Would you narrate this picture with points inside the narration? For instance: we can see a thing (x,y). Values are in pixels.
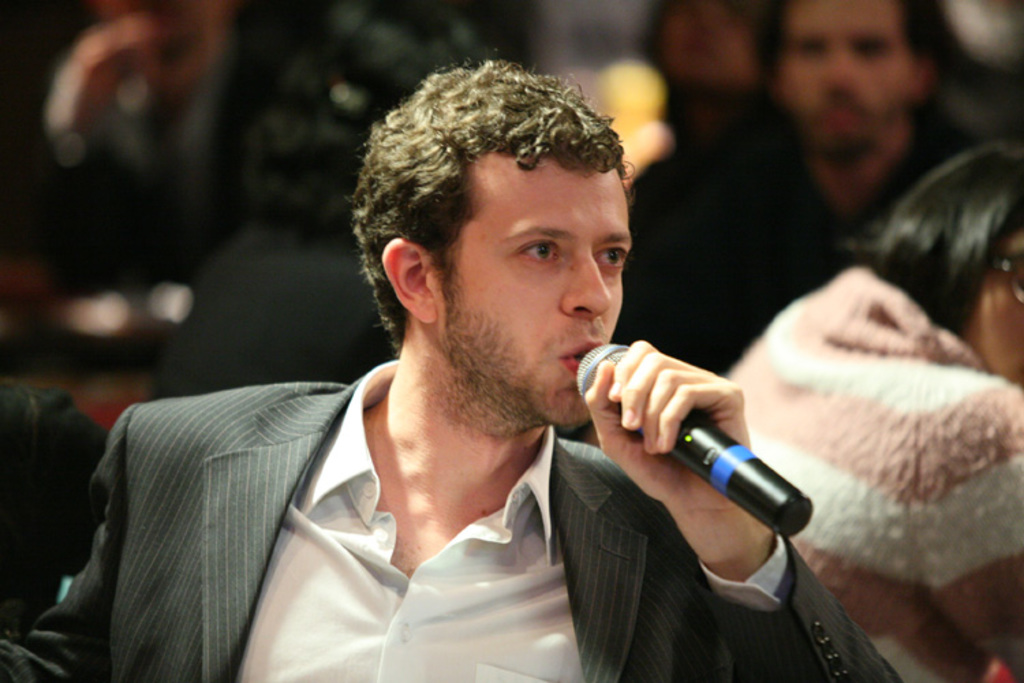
In this image we can see many people (908,272). A person (701,376) is holding a mic (719,452) and speaking into it.
